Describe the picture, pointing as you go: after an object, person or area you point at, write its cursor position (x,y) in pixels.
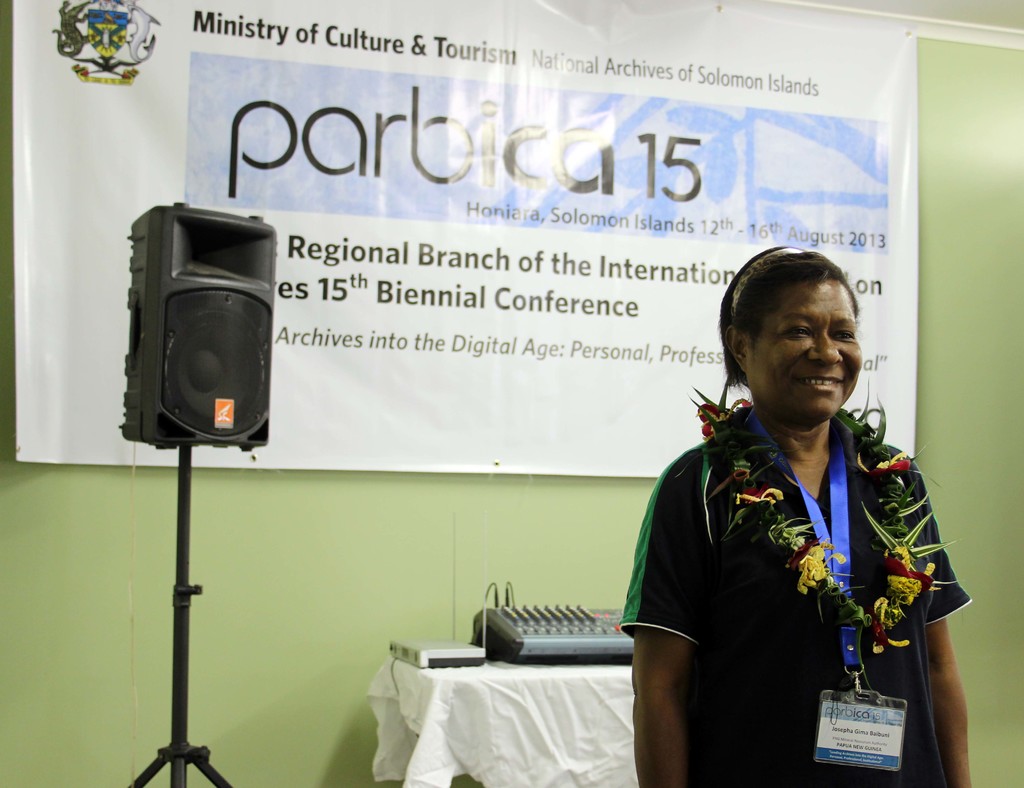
In this image we can see a person (831,669) standing and smiling. On the left (234,436) there is a speaker (246,261). In the background (405,740) there is a table (550,706) and we can see some objects (502,656) placed on the table (492,742). There is a banner (471,377) and we can see a wall (952,420).
